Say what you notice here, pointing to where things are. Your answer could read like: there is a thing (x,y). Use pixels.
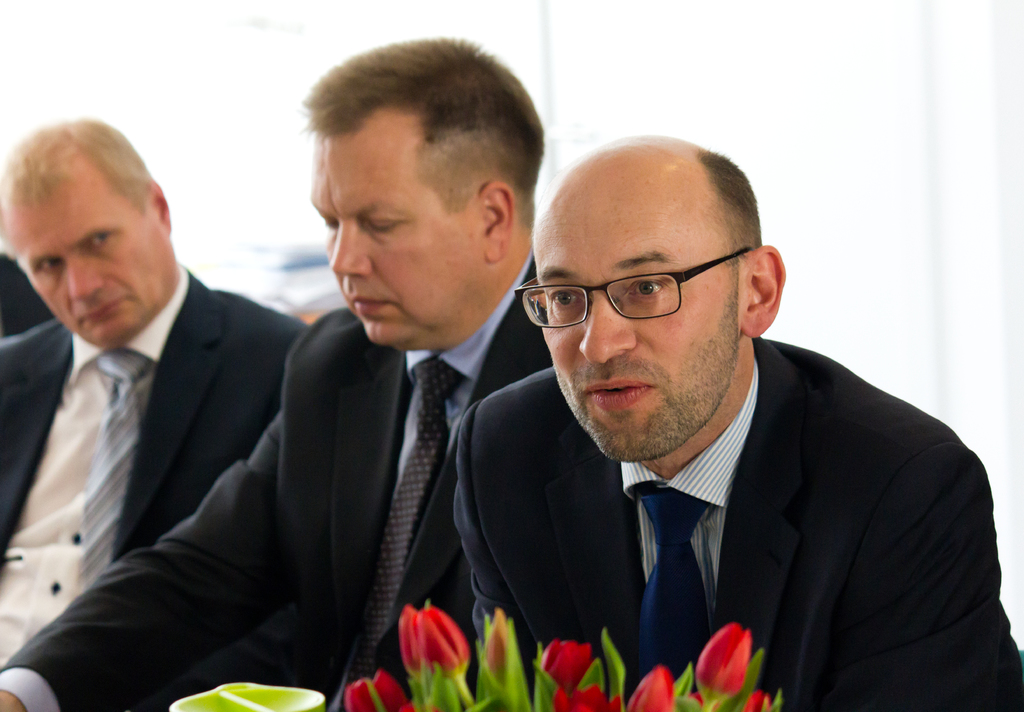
In this picture I can observe three men (348,359). All of them are wearing coats (281,439). One of them is wearing spectacles (584,316). On the bottom of the picture (487,665) I can observe flowers (455,661).
